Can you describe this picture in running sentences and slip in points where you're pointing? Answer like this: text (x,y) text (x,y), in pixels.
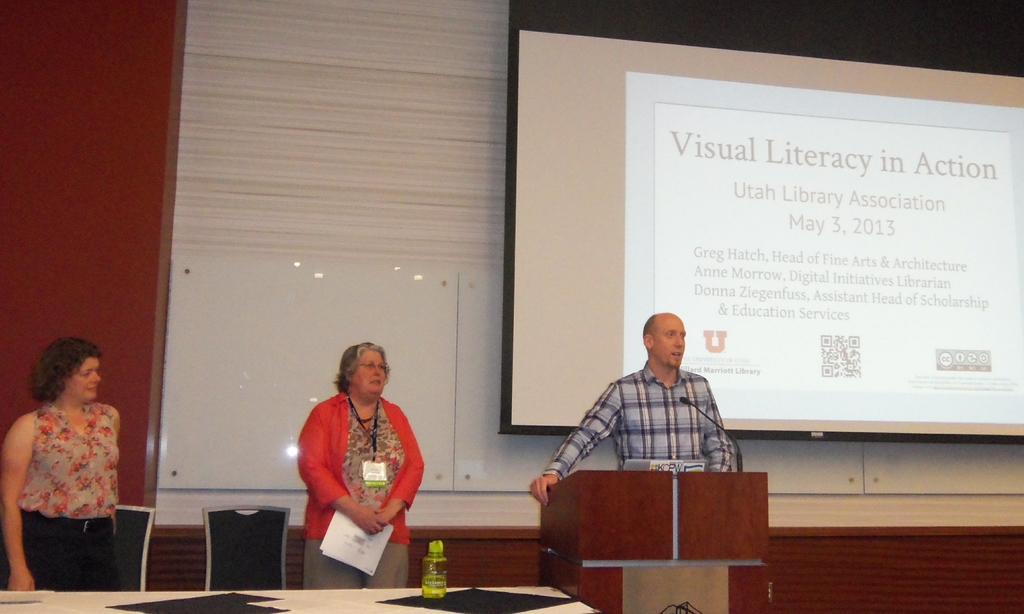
There is a person (656,317) standing in front of a wooden desk (670,500) and he is speaking on a microphone (727,431). There are two women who are standing on the left side (308,587). This is a screen (850,334).
